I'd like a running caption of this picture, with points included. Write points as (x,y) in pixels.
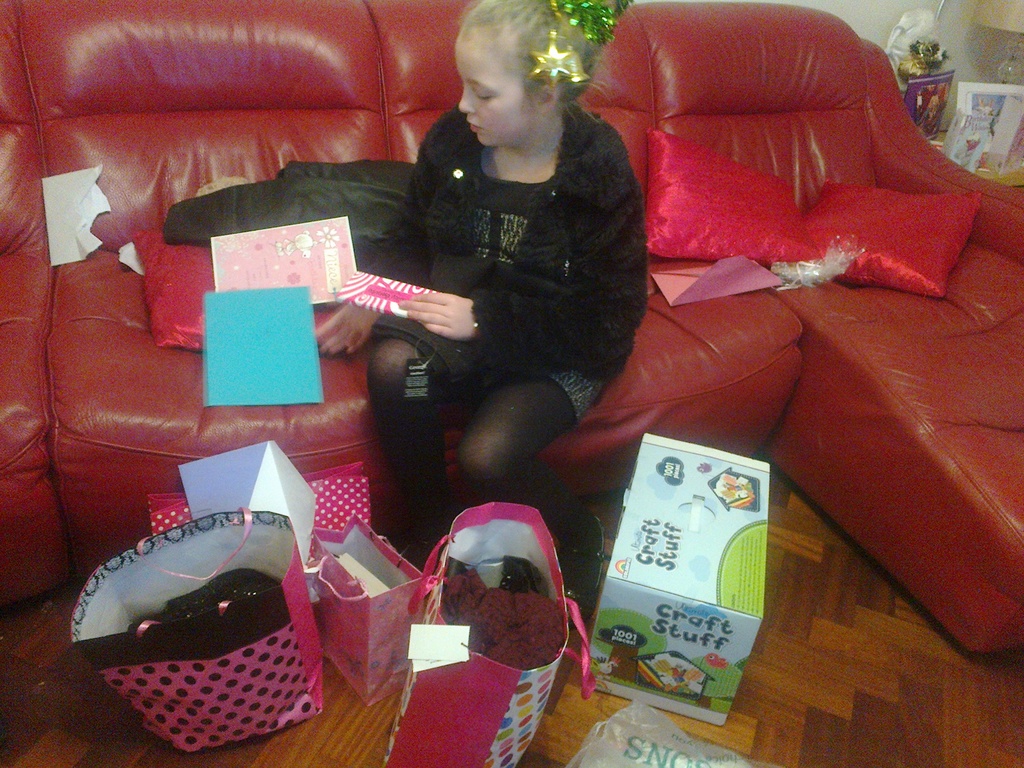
This image consists of a girl (482,344) wearing black dress (510,382) and holding some objects (306,363). At the bottom (283,670), there are bags (332,575) containing clothes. In the background (831,414), there is a sofa (663,302) along with the pillow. At the bottom (799,679), there is a floor (835,667).
